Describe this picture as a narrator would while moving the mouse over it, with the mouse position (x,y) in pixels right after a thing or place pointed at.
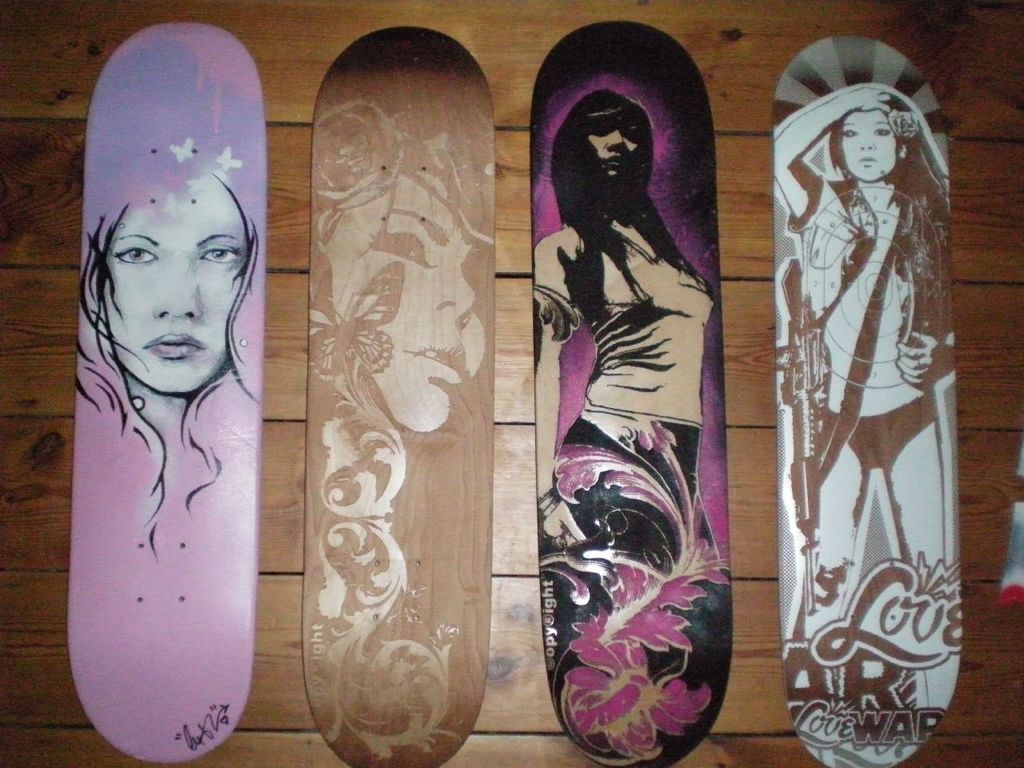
This image consists of four skateboards (308,390) kept on the floor (531,364). The floor (66,429) is made of wood (987,602).
